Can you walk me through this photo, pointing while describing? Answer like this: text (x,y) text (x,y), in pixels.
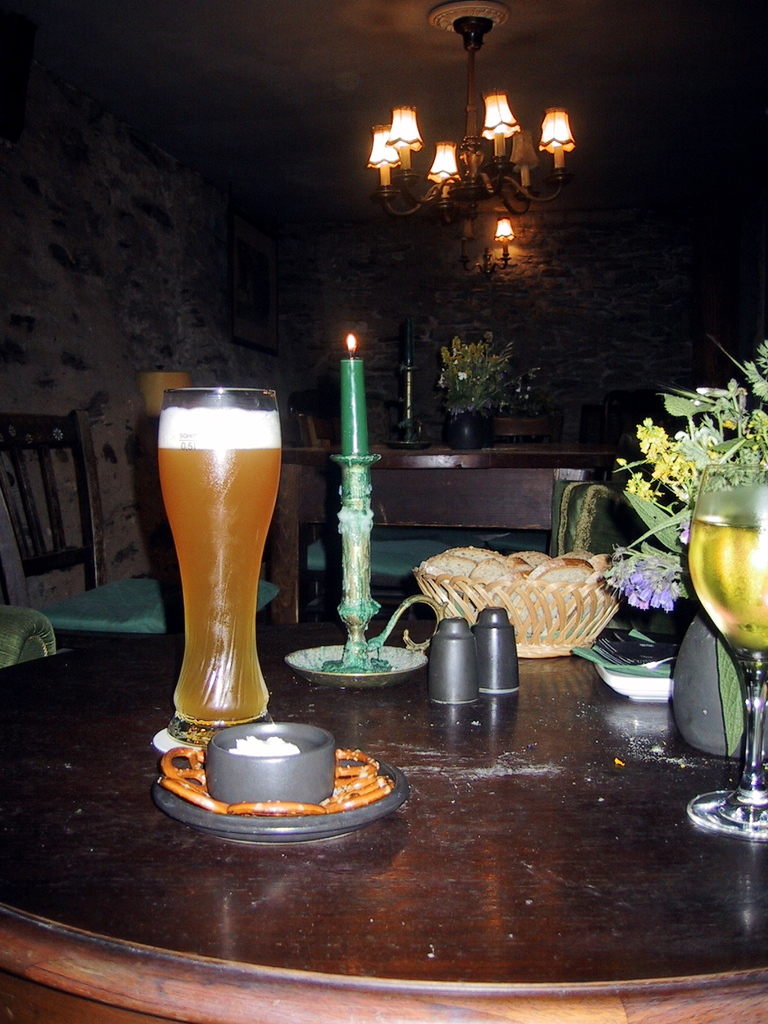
This is a picture taken in a restaurant (470,388), this is a wooden table (397,898) on the table (395,905) there are bowl (251,784), glass (225,610), basket (465,603), wine glass (751,534), candle (345,382) with flame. Behind the table (272,711) there is other table (482,455) and wall (319,268) and there is a chandelier (478,159) on the top (477,184).
